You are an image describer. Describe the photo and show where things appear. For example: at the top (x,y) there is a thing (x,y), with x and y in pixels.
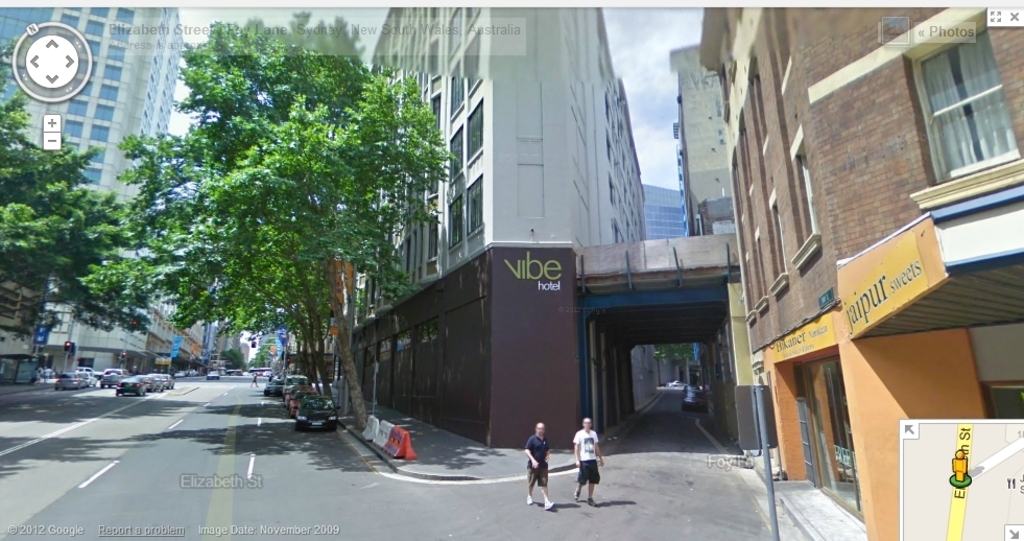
In this image in the front (547,471) there are persons (595,470) walking. On the right side (860,252) there is a building (859,208) and there is a board (854,333) with some text (783,348) written on it. In the background (282,266) there are trees (328,249), buildings (104,162) and vehicles (105,382) on the road (261,399) and there is some text (540,290) written on the building (547,284) which is in the center (531,283).
